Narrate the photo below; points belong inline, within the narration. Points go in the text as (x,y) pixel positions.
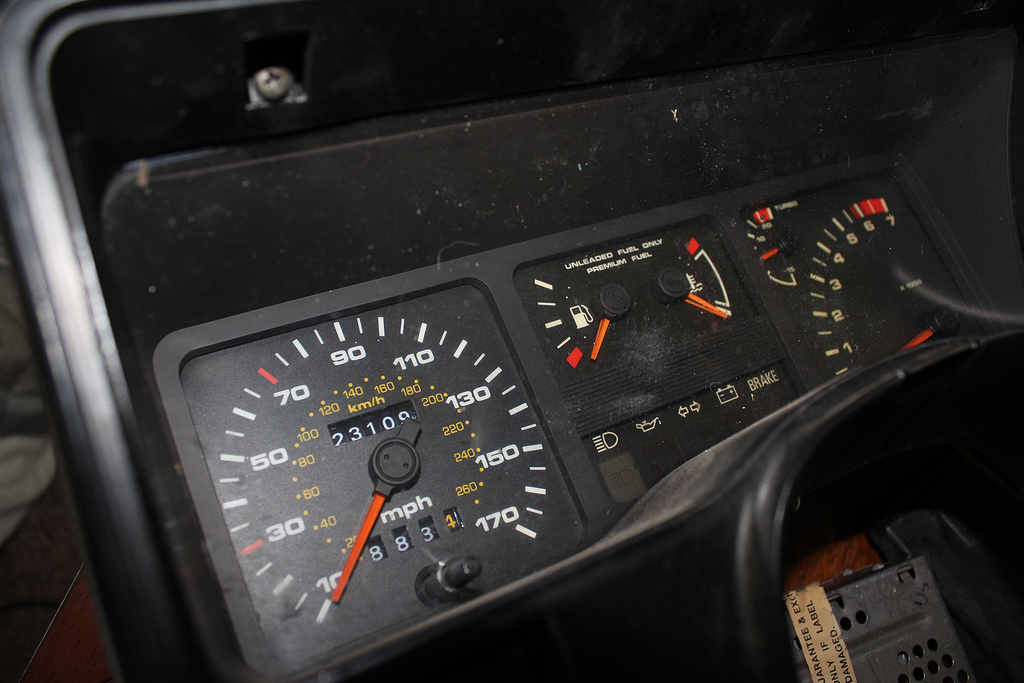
In this image we can see a meter reading (223,454).
